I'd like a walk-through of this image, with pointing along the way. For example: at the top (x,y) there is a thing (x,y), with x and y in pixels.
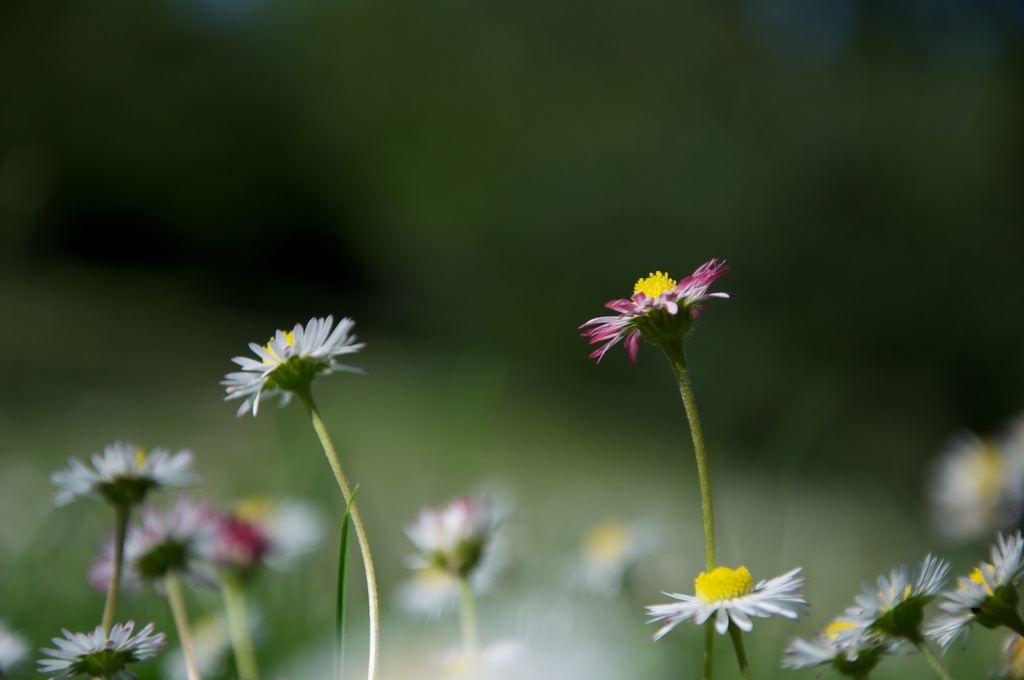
There are plants (299,546) having flowers (111,648). And the background (806,135) is blurred.
